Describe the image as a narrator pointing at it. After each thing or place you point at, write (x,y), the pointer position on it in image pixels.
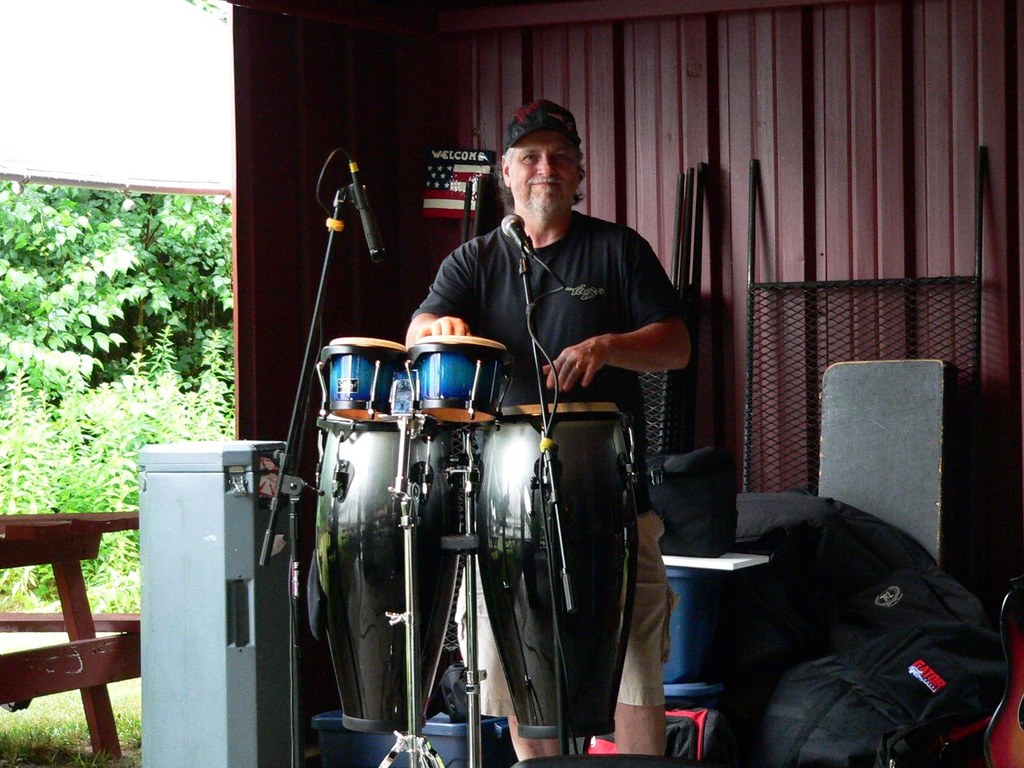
In this image there is a person (462,263) playing drums (594,435), in front of him there are drums (490,438) and mike's (541,345). He is wearing black T shirt (579,264), black hat (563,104) and cream shorts (666,607). To the right (873,560) there are some baggage's (820,728) and guitar (1008,711), In the left (69,531) there is a bench (91,620). In the background (88,324) there are trees (84,283) and a shed (401,68).
